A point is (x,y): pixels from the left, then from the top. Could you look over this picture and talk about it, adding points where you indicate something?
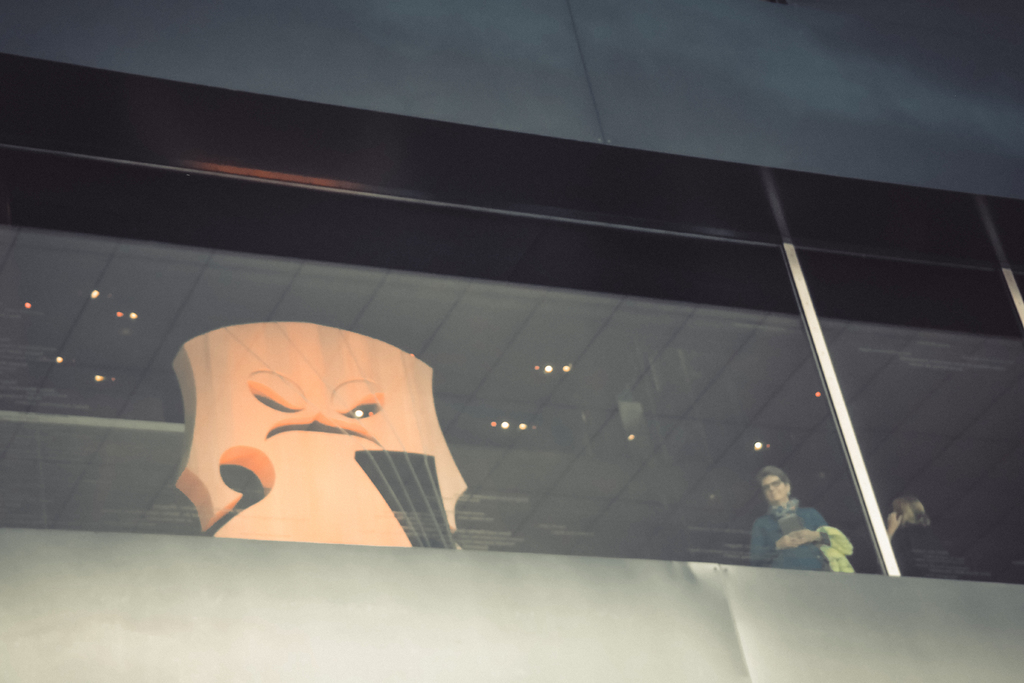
In this image there is a building (566,207) and we can see a decor (317,532) and people (822,521) through the glass (579,337).
